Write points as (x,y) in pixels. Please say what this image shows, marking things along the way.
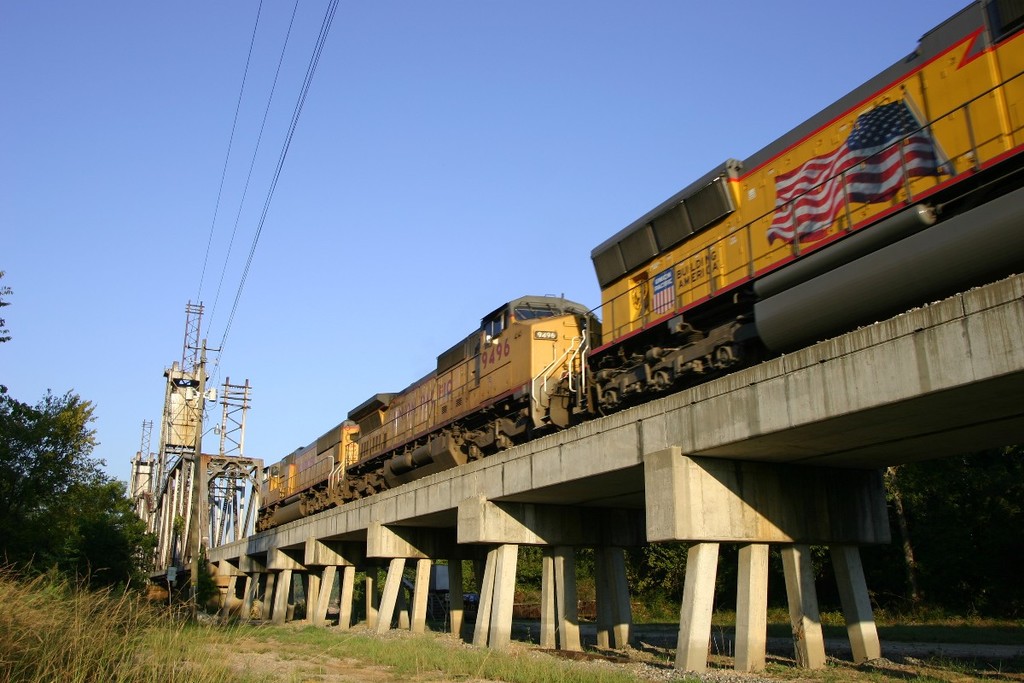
In this image there is a train (799,307) on the track (915,306), which is on the bridge (614,473) and there is a metal structure (177,374) connected with cables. On the left (48,452) and right side of the bridge (484,536) there are trees (637,548) and grass (820,674). In the background (283,217) there is the sky (283,217).
